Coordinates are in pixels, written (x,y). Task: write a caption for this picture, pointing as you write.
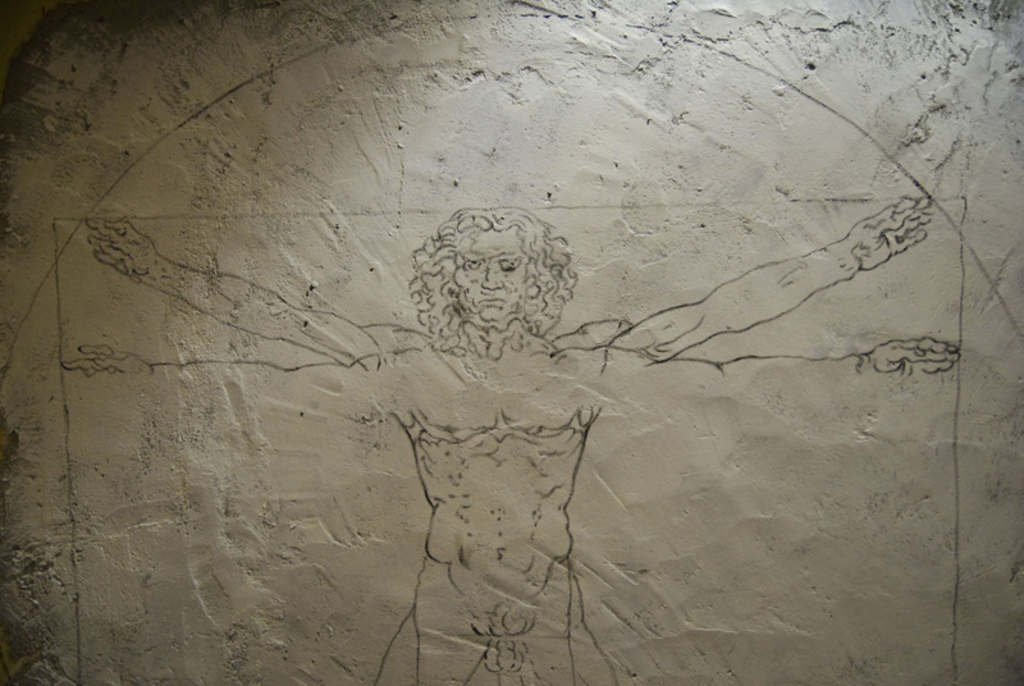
In the picture we can see the wall (145,188). On the wall (859,623), we can see some design (540,534), in which we can see one person (107,260).
